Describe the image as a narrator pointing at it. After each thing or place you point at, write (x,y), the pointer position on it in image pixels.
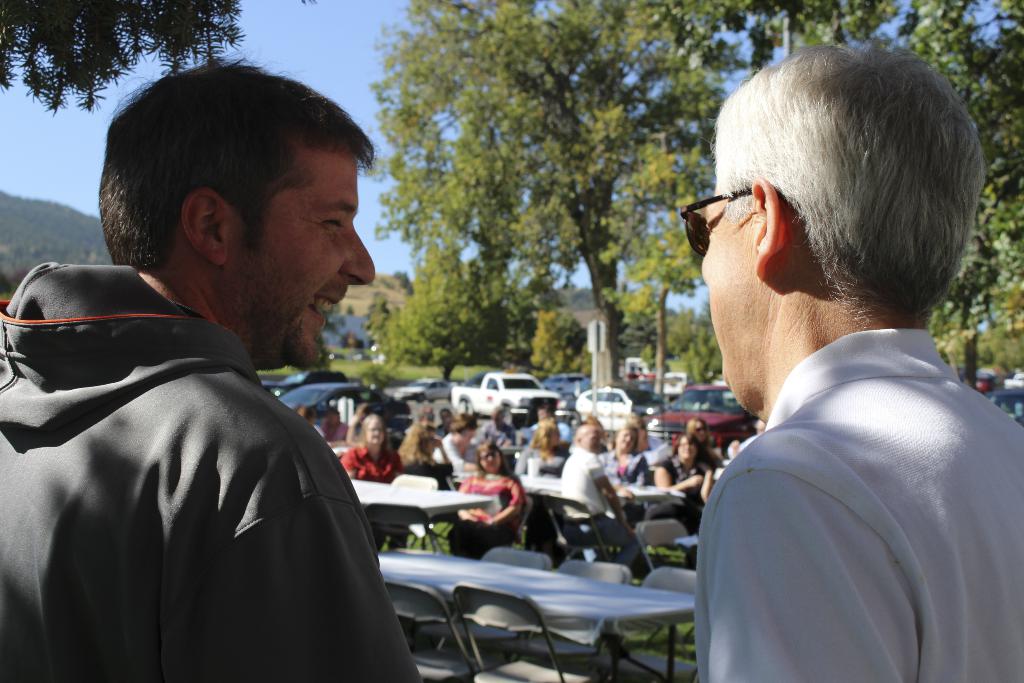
In this picture I can observe two men (215,429). One of them is wearing spectacles (703,226). In the background (581,483) there are some people (495,448) sitting in the chairs (560,494) in front of the tables (456,502) and I can observe some cars (421,391) parked on the ground (420,373). There are trees (457,209) and sky (339,67) in the background (351,110).
